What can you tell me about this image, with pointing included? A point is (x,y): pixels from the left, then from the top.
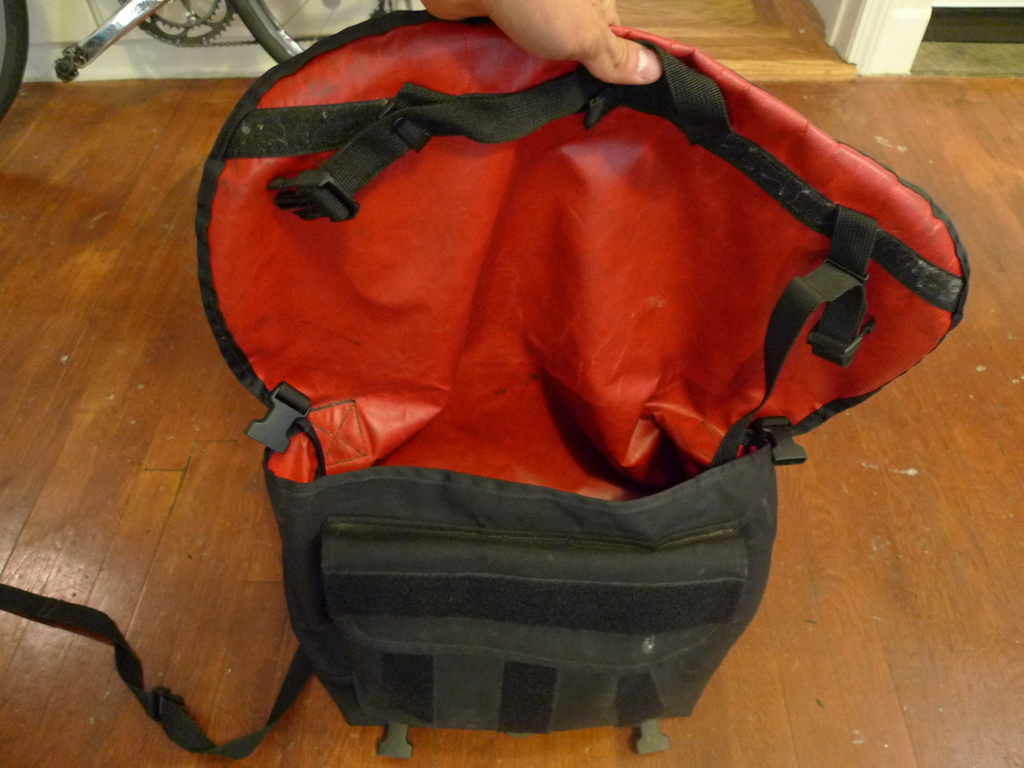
In this image there is black bag (414,545), inside of the bag (381,307) is red in color. This is the hand (585,44) of a person (580,48). This is a bicycle (198,25).
